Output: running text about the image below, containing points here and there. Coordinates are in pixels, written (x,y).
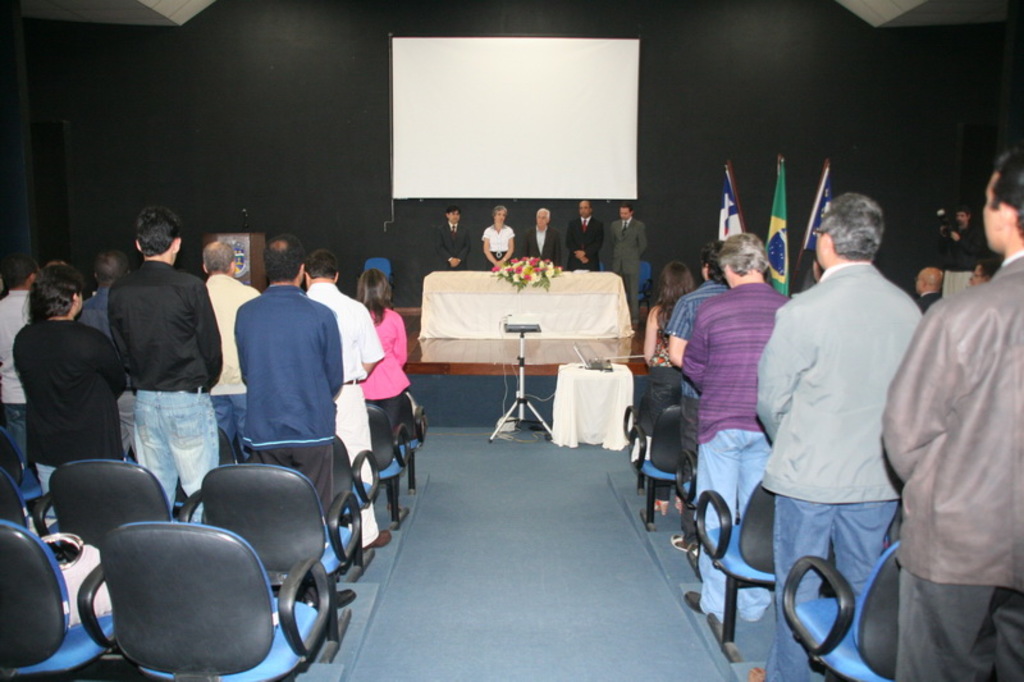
A screen (403,101) is on wall (234,83). In-front of this screen (511,126) few persons (584,220) are standing on stage (488,341). In-front of them there is a table (514,288), on this table (522,304) there is a bouquet (518,265) and cloth (594,279). Front this persons (380,354) are standing. In-between of them there are chairs (659,441) in black color. Far there are three flags (732,210). On this stage (415,361) there is a podium (253,240) with mic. This is carpet (486,450).
